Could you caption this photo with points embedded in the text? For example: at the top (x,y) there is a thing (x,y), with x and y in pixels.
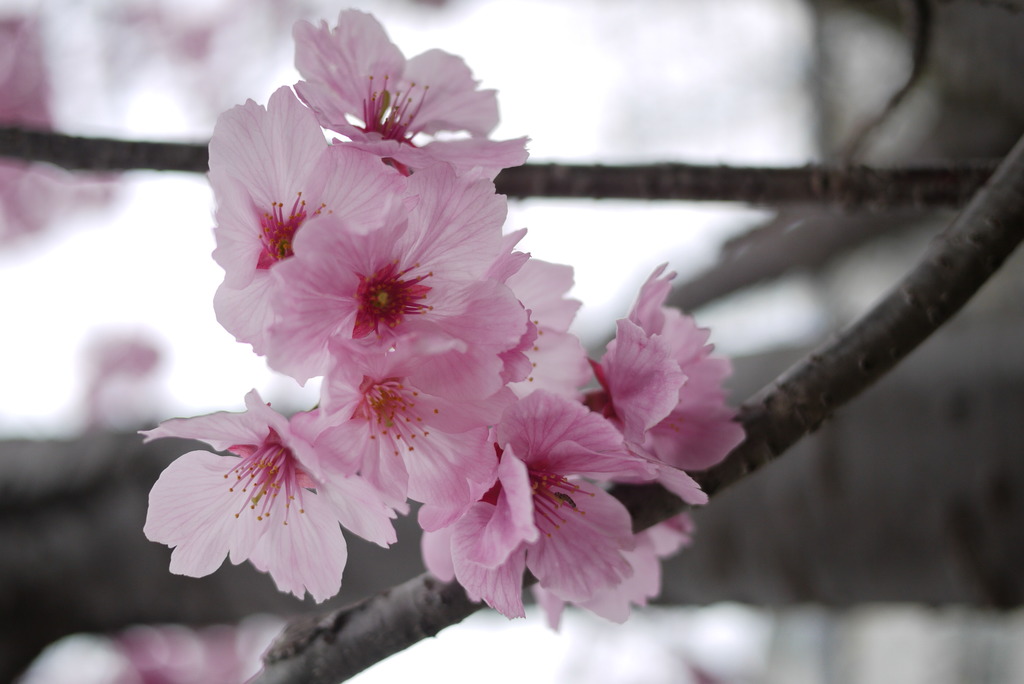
In the middle of this image (636,442), there are pink color flowers (355,81) of a tree (393,86) which is having branches (885,186). And the background (87,20) is blurred.
